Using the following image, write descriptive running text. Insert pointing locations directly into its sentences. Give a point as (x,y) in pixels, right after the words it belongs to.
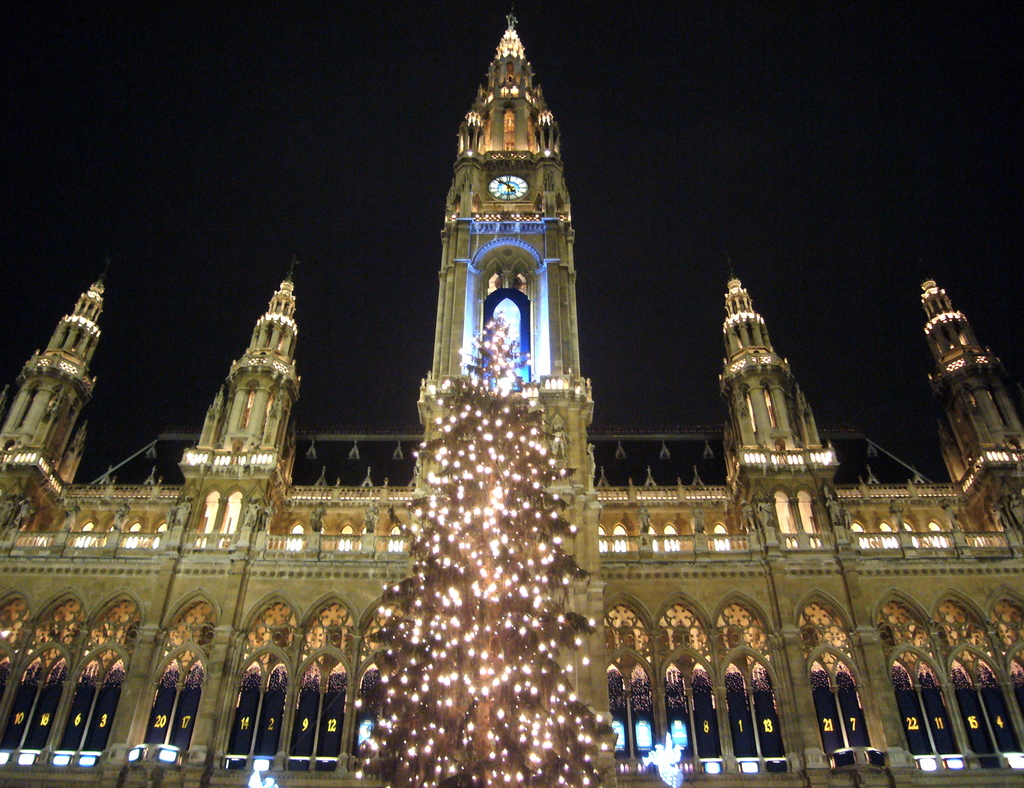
In this image we can see the building (748,602) with lights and there are numbers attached to the building (220,741). In front of the building (395,500) there is a Christmas tree (496,613) with lights (445,513). And at the background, we can see the sky (436,104).
